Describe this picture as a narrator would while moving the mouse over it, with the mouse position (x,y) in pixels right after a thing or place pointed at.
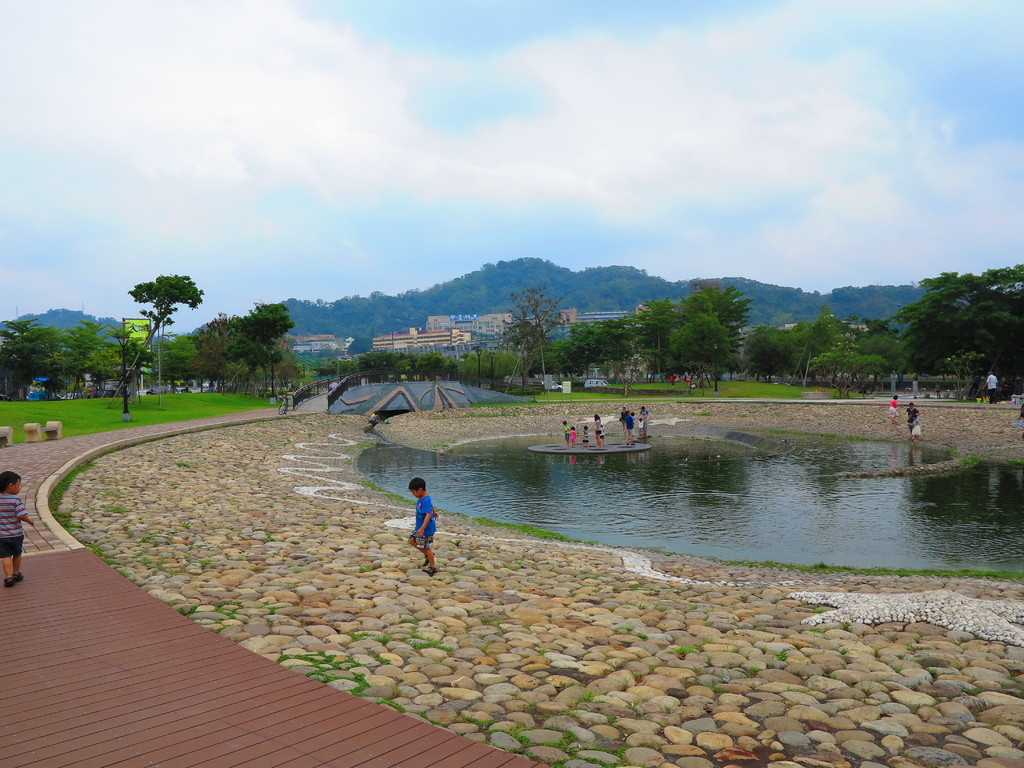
This image is taken outdoors. At the top of the image (206,200) there is the sky (482,130) with clouds (638,121). In the background (928,312) there are many trees (587,323) with leaves (721,316), stems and branches (204,330) and there are a few hills (459,294). There are many buildings (437,334) and houses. On the right side of the image (769,452) there is a pond (812,463) with water (827,463). There are many pebbles (615,696) on the ground (246,453). A few people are walking and a few are standing. On the left side of the image (13,495) a kid (7,562) is walking on the sidewalk (144,684).
